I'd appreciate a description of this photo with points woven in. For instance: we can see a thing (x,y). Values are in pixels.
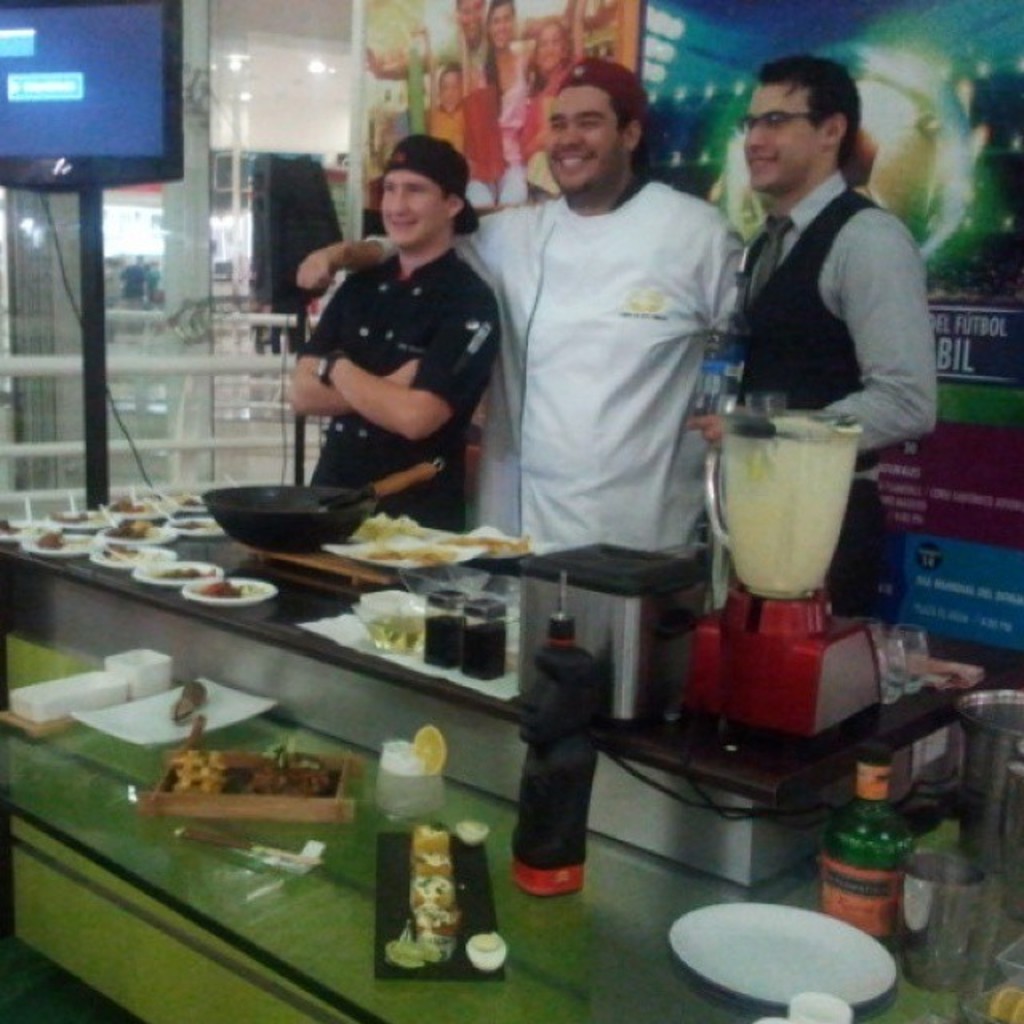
In this picture there are three persons (608,305) standing and there are few eatables (425,559) and some other objects (539,757) in front of them and there is a television (76,122) in the left top corner (50,100).
